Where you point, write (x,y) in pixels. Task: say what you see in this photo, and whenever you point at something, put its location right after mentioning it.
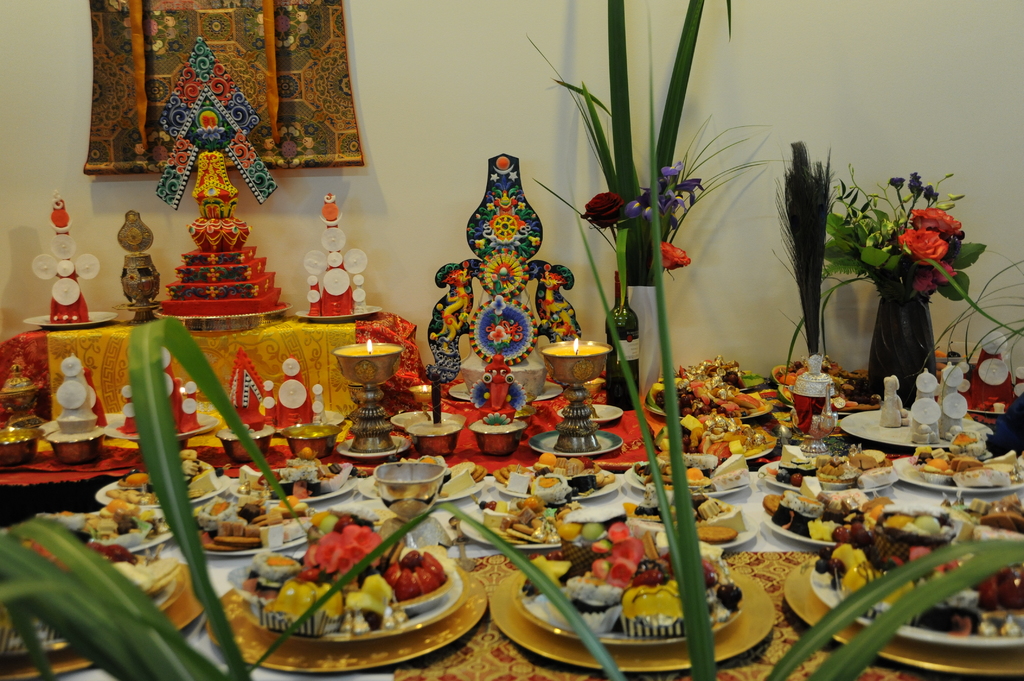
In this image I can see few plants (206,611) which are green in color, few plates (454,617) which are brown in color and on the plates (420,638) I can see few food items (905,522). I can see few lamps (374,411), few bowls (298,440), few flowers (920,240) which are red, violet and purple, a table (321,357) and on it I can see few objects (232,250). In the background (362,198) I can see the wall (463,107) and a brown colored object (173,55) attached to the wall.
